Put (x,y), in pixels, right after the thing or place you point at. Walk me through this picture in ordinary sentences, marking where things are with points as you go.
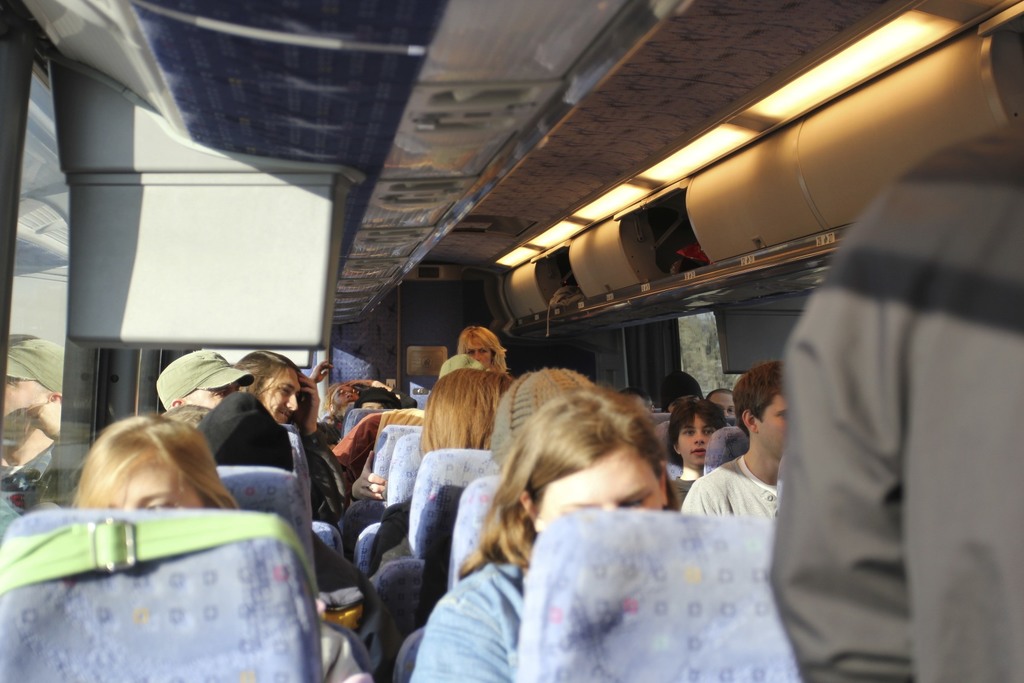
In this image I can see people (239,462) sitting in a vehicle (300,460). There are windows (691,354) on the either sides and there are lights (729,138) at the top (586,210).
